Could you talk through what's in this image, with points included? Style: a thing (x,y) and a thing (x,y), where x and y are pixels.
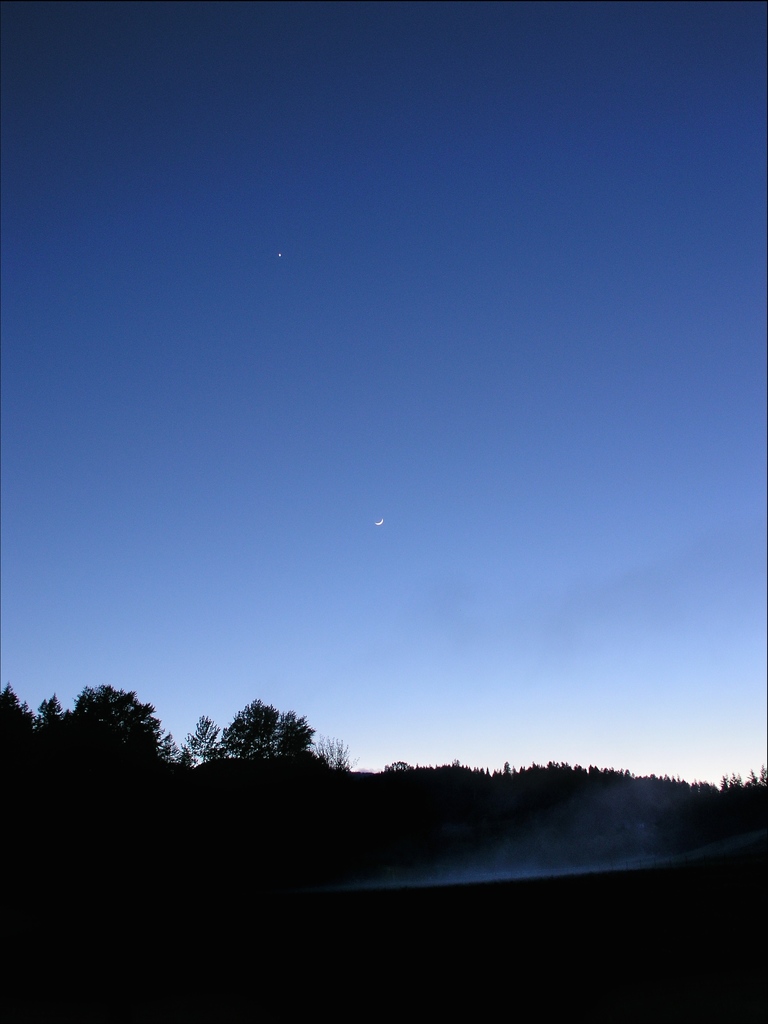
The picture is taken during night time. At the bottom of the picture (389,836) there are trees (275,801). In the center of the picture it is moon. At the top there is a star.
